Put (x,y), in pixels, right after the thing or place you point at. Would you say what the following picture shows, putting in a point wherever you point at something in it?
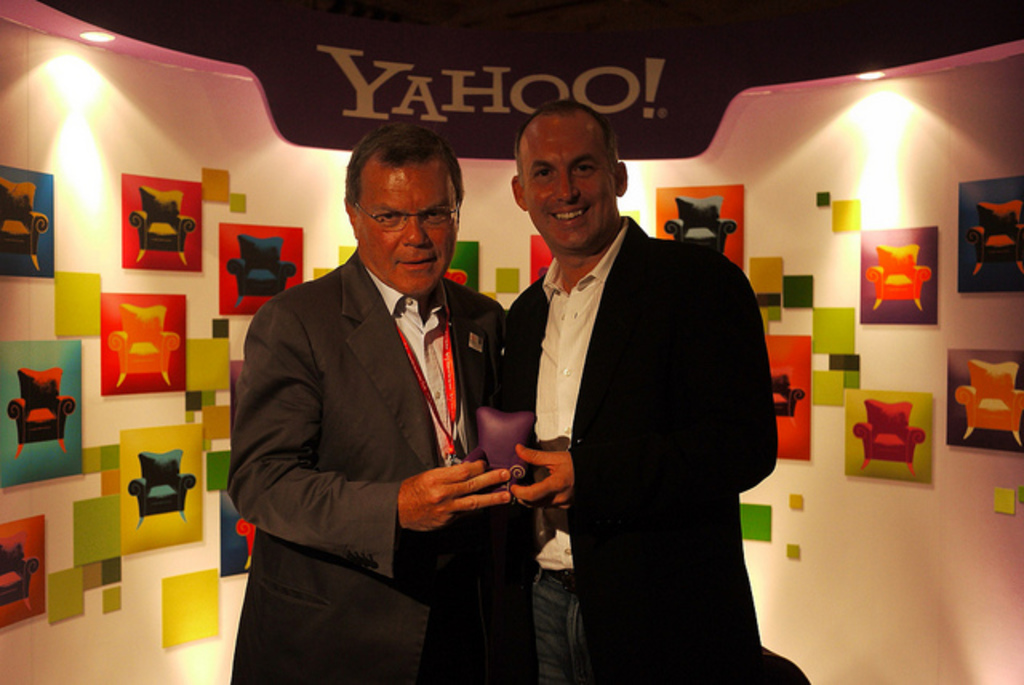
In this image there are two people (488,345) standing with a smile on their face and they are holding an object (504,488). In the background (978,200) there is a wall (97,419) with paintings (154,355), lights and some text (529,88) on it.
